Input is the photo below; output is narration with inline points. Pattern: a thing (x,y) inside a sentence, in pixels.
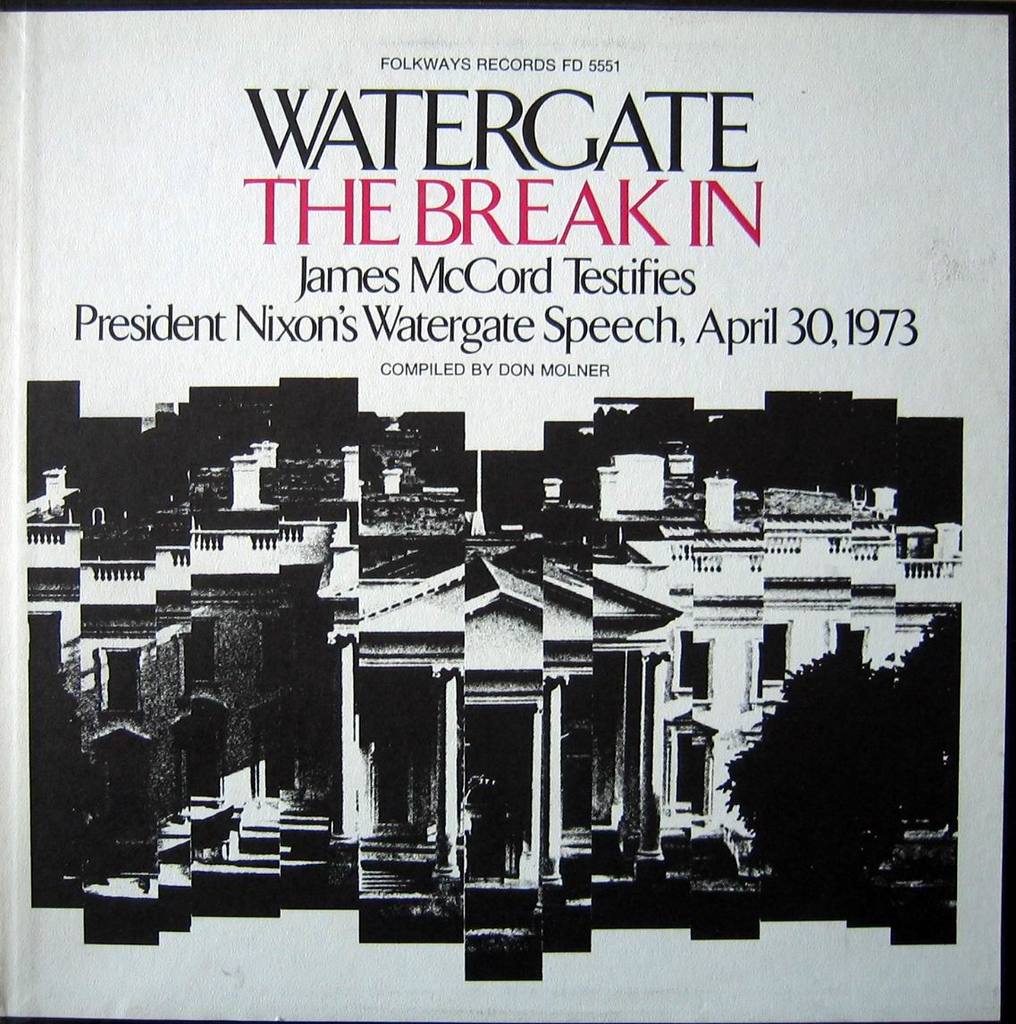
In this image we can see a poster (465,685) which includes some images (545,541) of buildings (275,560) and trees (813,732). We can see some text (578,287) written on it.
